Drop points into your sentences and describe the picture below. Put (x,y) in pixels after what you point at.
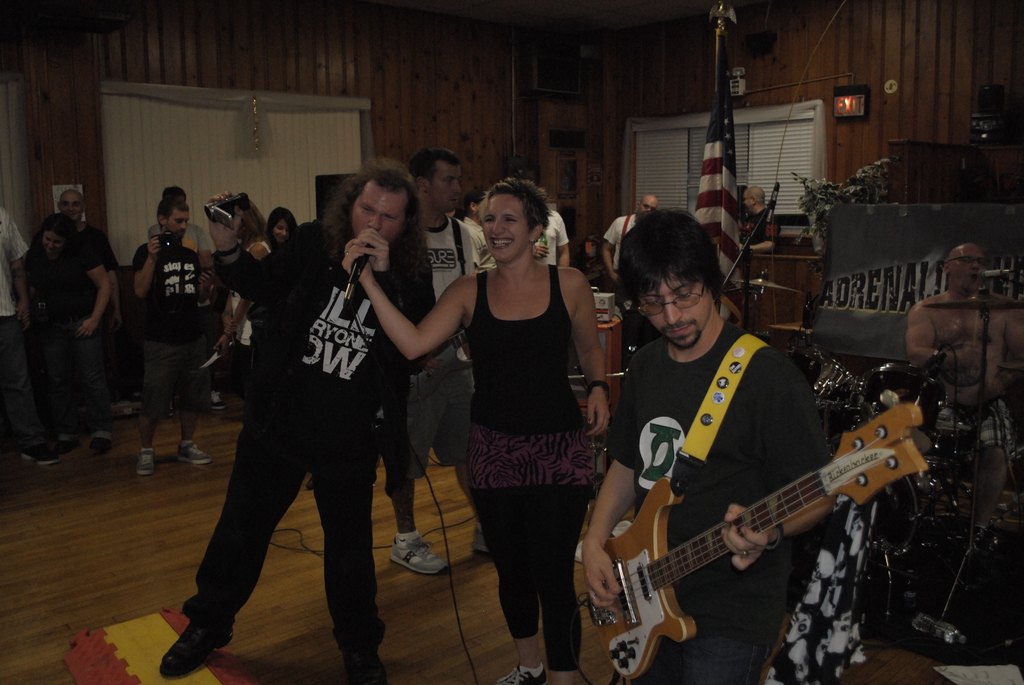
There is a person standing on the right side (706,677) and he is playing a guitar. Here we can see a man (250,290) singing on a microphone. There is a woman (577,484) standing here and she is smiling. In the background (248,220) we can see a few people (193,368) who are recording a video with a camera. In the background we can see a flag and there is a person (972,328) on the right side (947,341) and he is playing a snare drum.
